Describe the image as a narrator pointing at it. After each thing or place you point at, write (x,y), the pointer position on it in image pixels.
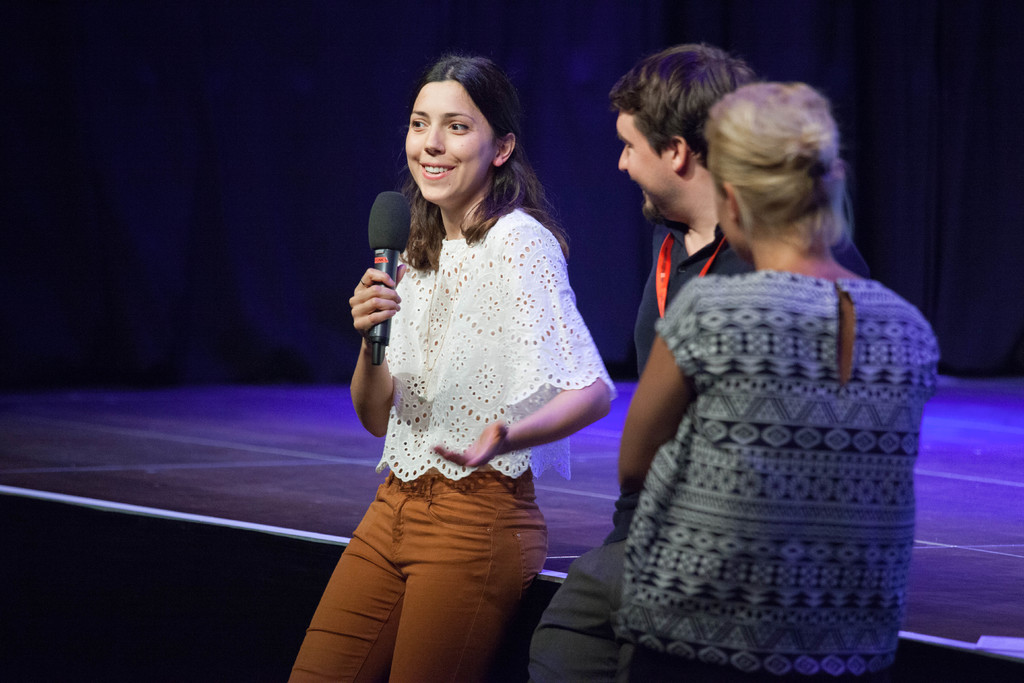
In this image, there are three persons (530,351) standing. I can see a woman (422,387) holding a mike (380,365) and smiling. Behind the woman (537,441), I can see a stage (300,483). The background (196,199) is dark.
